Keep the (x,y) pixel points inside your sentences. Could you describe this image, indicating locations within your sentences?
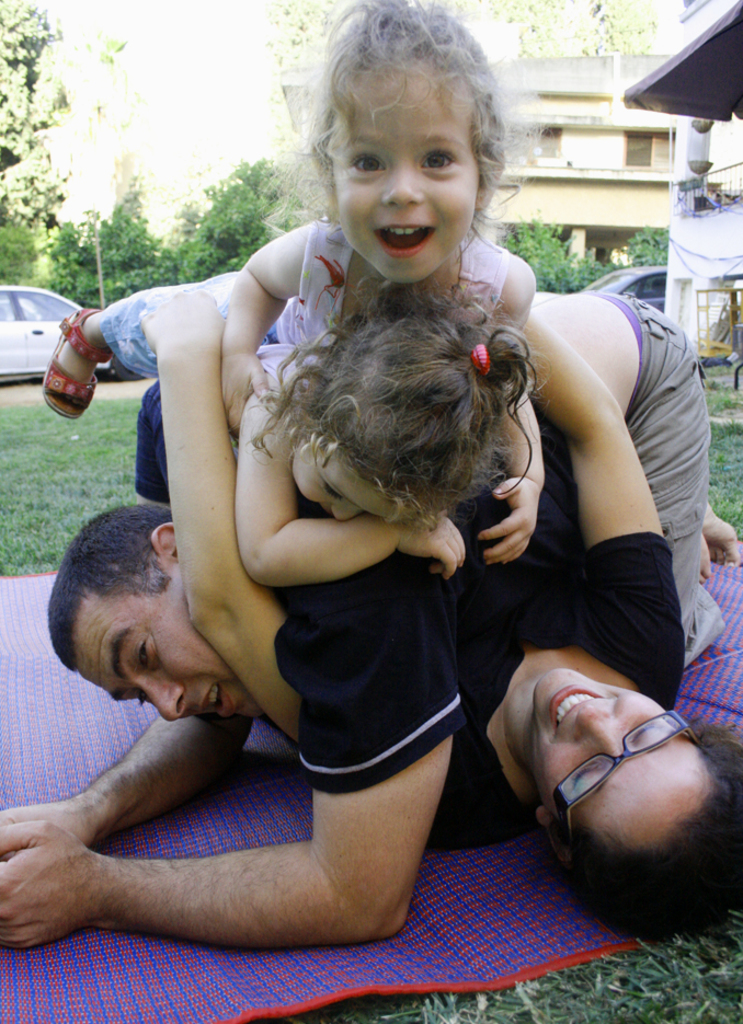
In this image, we can see people (348,729) on the mat (429,964). There are buildings (670,154) in the top right of the image (685,235). There is a car (44,353) on the left side of the image (42,342). There are trees (14,81) in the top left of the image (48,85).
